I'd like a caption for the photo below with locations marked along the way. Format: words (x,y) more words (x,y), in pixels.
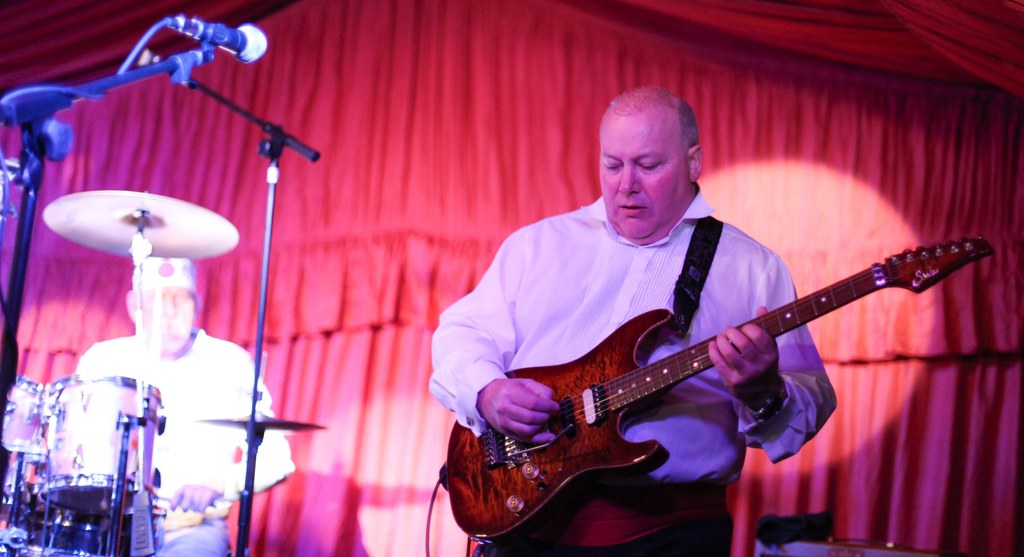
In this image i can see a person (594,308) in white shirt (579,289) is standing and holding a guitar (479,479), I can see a microphone (234,49) in front of him. In the background (216,113) i can see a person (187,434) in front of few musical instruments (104,481) and the curtain (409,133).
